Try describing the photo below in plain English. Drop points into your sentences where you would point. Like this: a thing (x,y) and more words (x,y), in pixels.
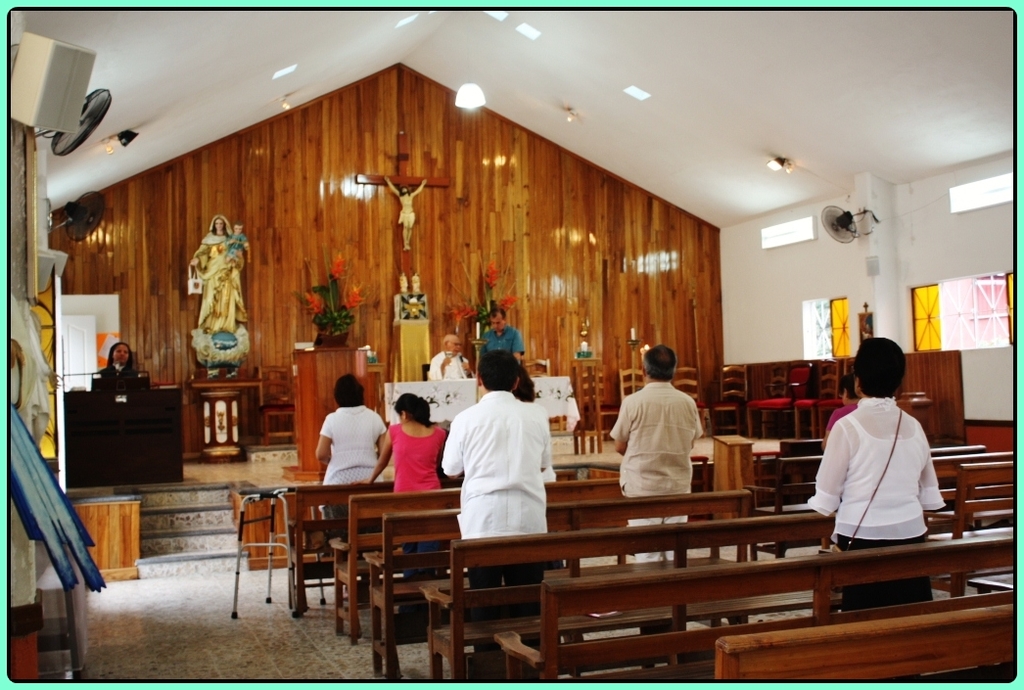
This picture is taken inside a church (623,205). Here the people (344,465) are standing in front of the table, there are many brown colored benches (861,560) all over the place. We can find a white coat guy (453,364) sitting on top the stage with a man (498,347) beside him. A black coat lady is sitting. In the background (396,239) we observe jesus idol (407,201) hanging to the wall (474,187).
